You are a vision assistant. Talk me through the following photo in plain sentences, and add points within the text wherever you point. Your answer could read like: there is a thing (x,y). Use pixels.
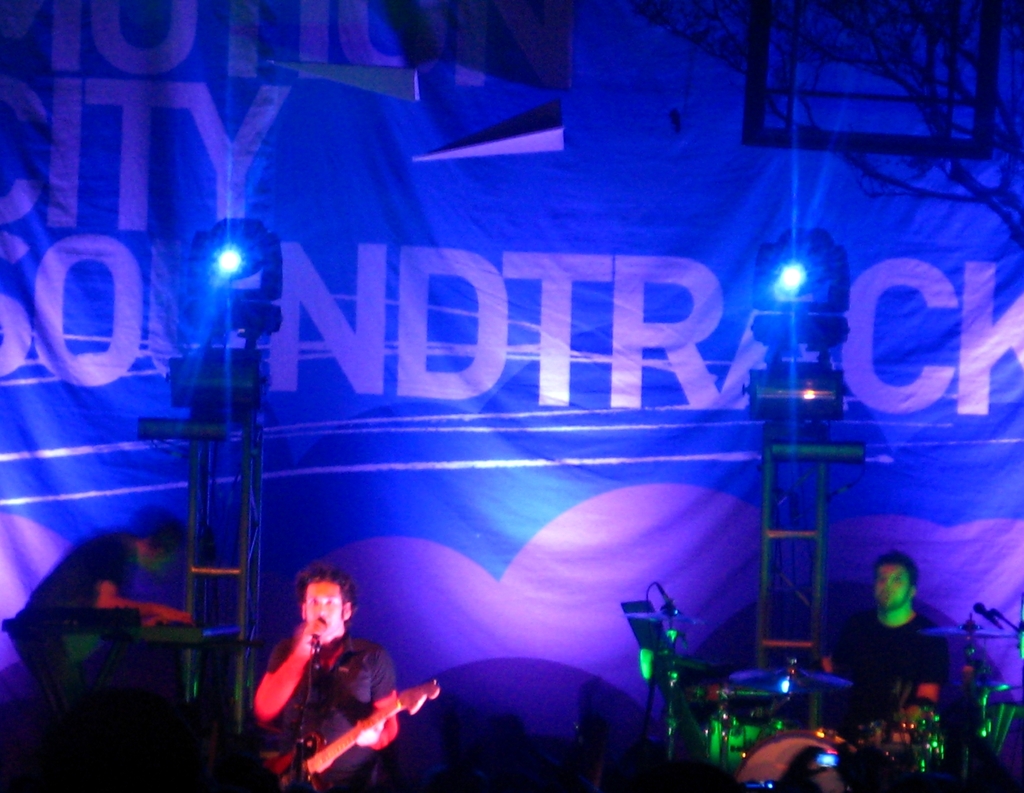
I think this picture is taken on a stage (392,633). At the bottom (345,677), there is a man (378,686) holding a guitar (315,754) in one hand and a mike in another hand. Towards the left (72,588), there is another man (72,588). Towards the right (883,691), there is a man (905,659) playing drums (733,702). Towards the left (222,362) and right, there are poles (769,444) with lights (811,404). In the background (471,293), there is a banner (658,219) with some text (423,384).
